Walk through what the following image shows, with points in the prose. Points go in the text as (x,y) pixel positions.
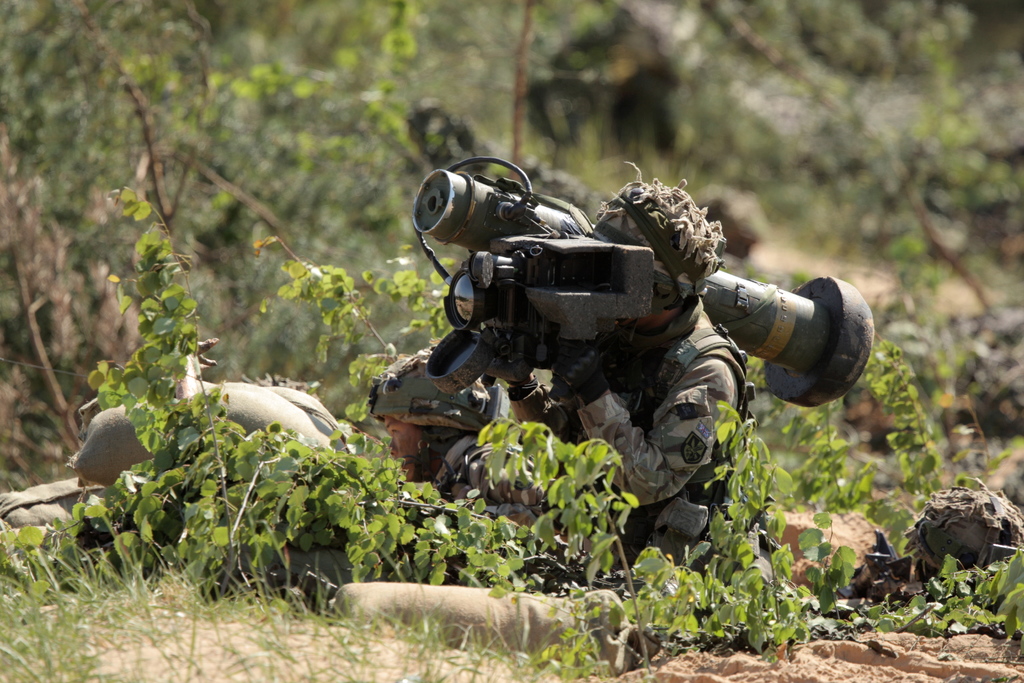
In this image, we can see two soldiers (634,423) and there are some green plants (162,554) and trees (437,32).
